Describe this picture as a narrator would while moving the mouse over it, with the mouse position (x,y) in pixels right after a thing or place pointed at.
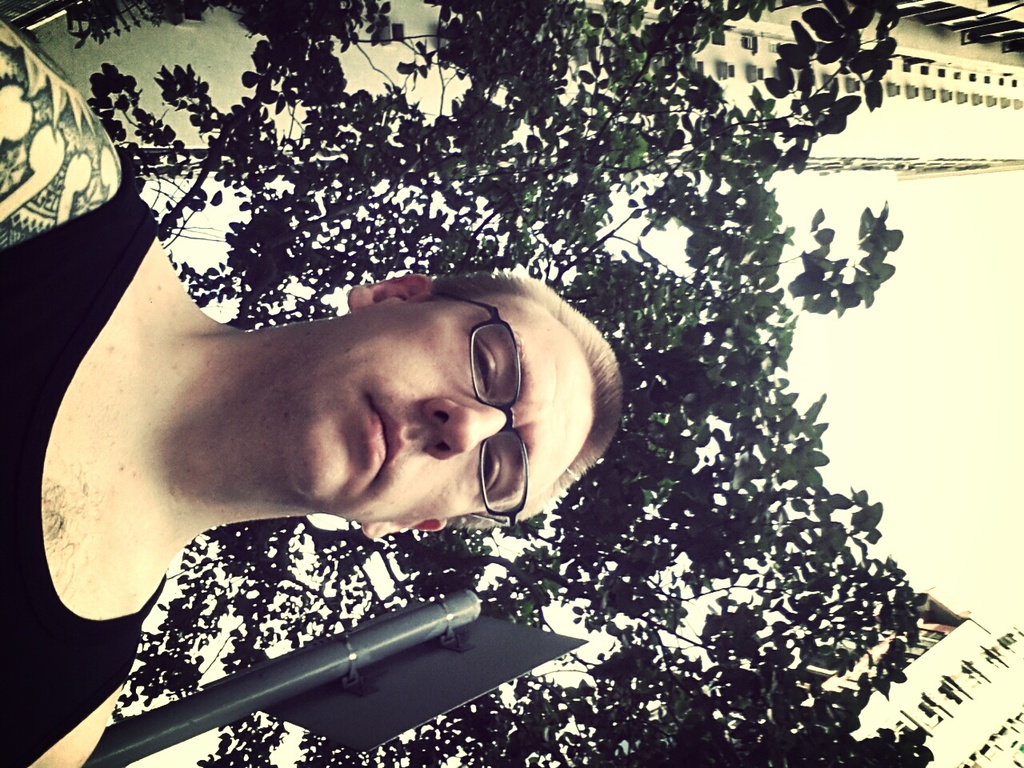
In the center of the image (450,378) a man (463,309) is there. At the bottom of the image (437,637) a board (410,661) is there. In the background of the image (553,569) we can see trees (553,569), buildings (952,115). On the right side of the image (871,351) we can see the sky (952,403).
